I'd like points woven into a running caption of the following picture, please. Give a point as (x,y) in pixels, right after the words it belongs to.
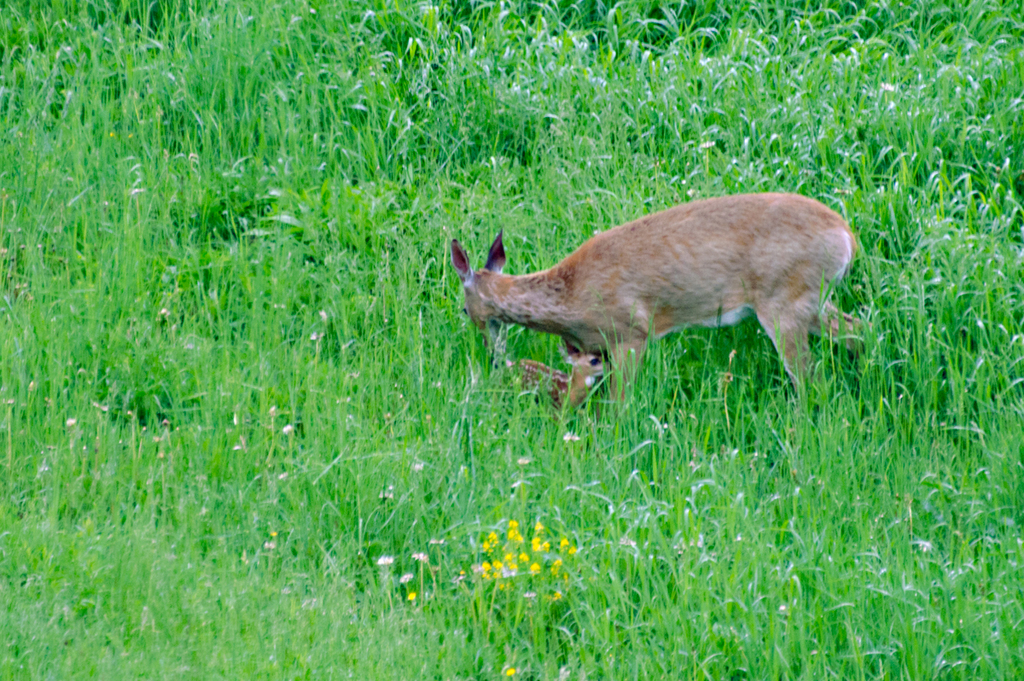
In this picture I can observe a deer (646,307) walking on the ground (374,316). I can observe some grass (199,317) in this picture. There are yellow color flowers (489,543) on the bottom of the picture (508,559).
